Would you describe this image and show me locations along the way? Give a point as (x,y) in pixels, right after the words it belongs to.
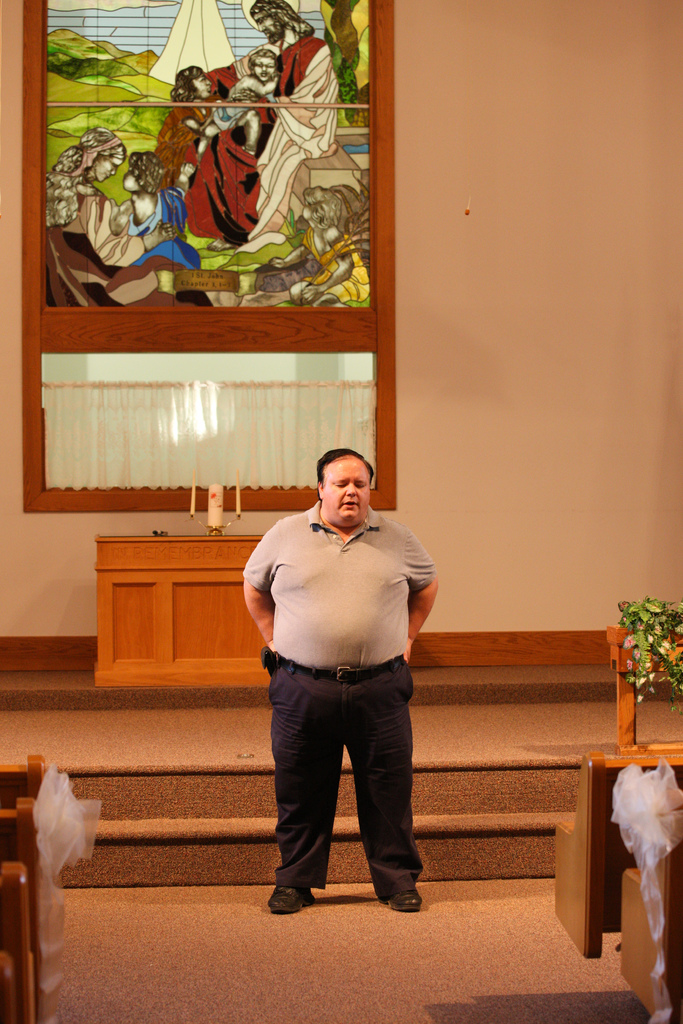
In this image in the center (352,576) there is one person (286,538) who is standing, and in the background (118,379) there is one photo frame (275,138) on the wall (425,270) and there is one table (165,563). On the table (212,536) there are candles (220,514) and also we could see some stairs (222,824), on the right side (602,839) and left side (5,790) there are some chairs (31,827) and also there is one flower bouquet (652,635). In the background (556,378) there is a wall (486,469), and at the bottom (249,952) there is a floor (324,949).
